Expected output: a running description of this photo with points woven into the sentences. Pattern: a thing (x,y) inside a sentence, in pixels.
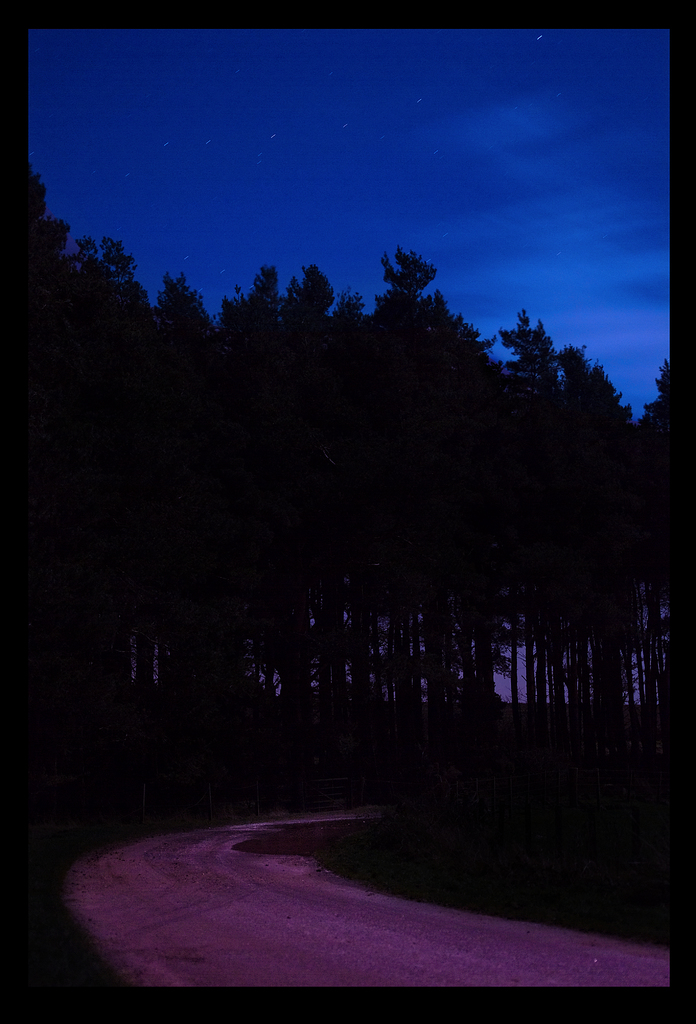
This is a road (157,860). Here we can see grass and trees (355,725). In the background (493,202) there is sky (528,183).
